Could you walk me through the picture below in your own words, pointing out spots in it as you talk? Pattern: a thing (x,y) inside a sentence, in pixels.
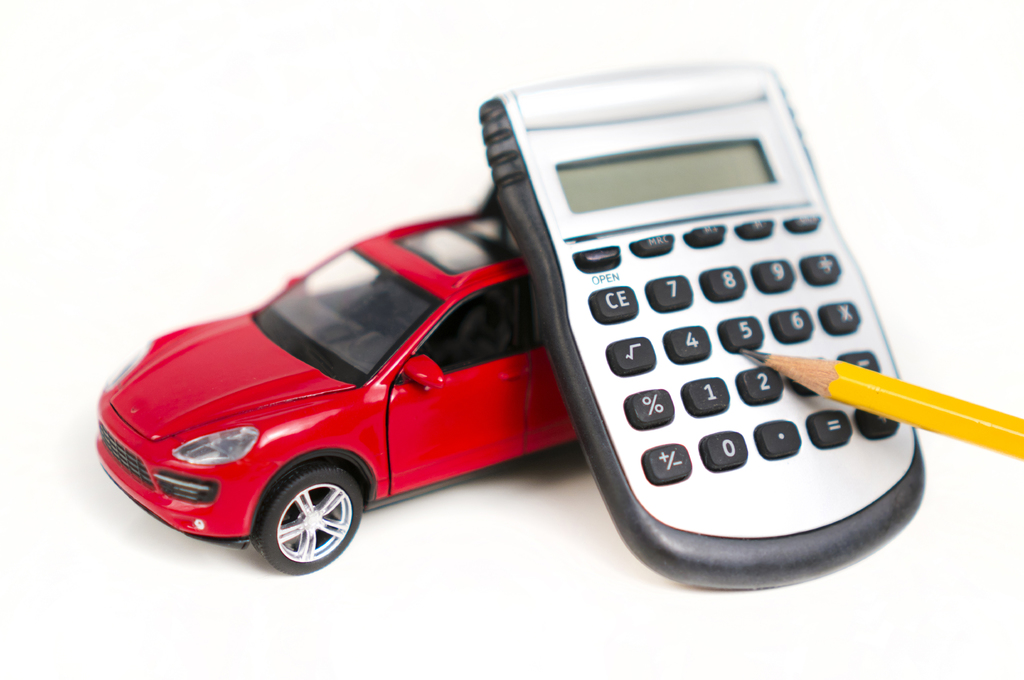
In this image I can see a red colour toy car (294,525), a calculator (593,256) and a yellow colour pencil (810,385). I can also see white colour in the background (22,33).
